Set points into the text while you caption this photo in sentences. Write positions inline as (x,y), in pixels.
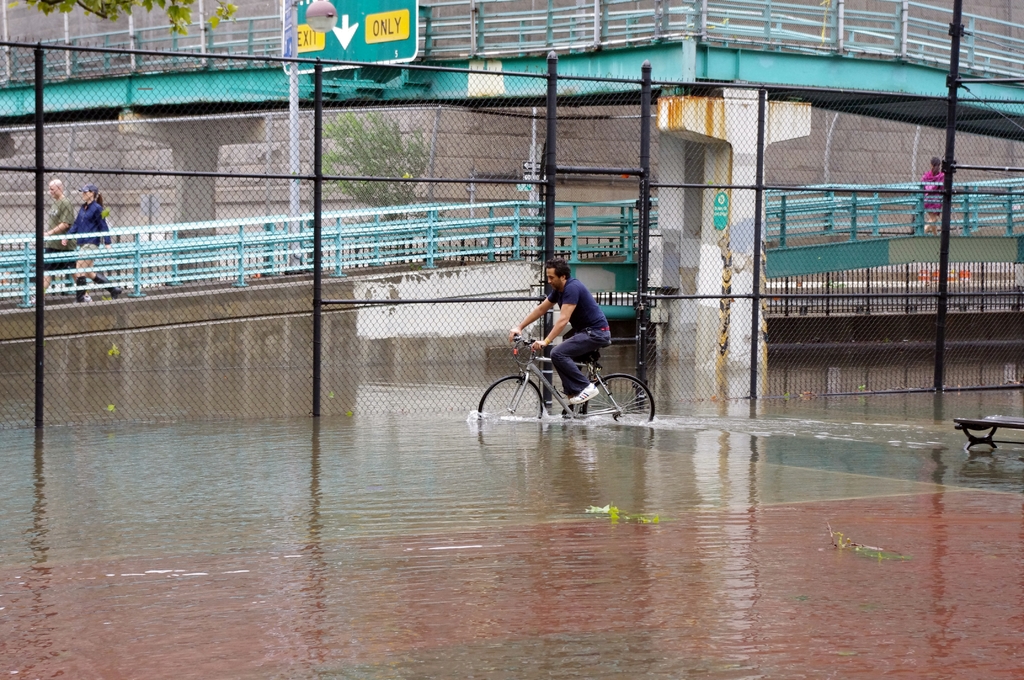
In this image there is a man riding bicycle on the water (559,474), beside him there is a bridge (604,267) and also there are two people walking on that.
